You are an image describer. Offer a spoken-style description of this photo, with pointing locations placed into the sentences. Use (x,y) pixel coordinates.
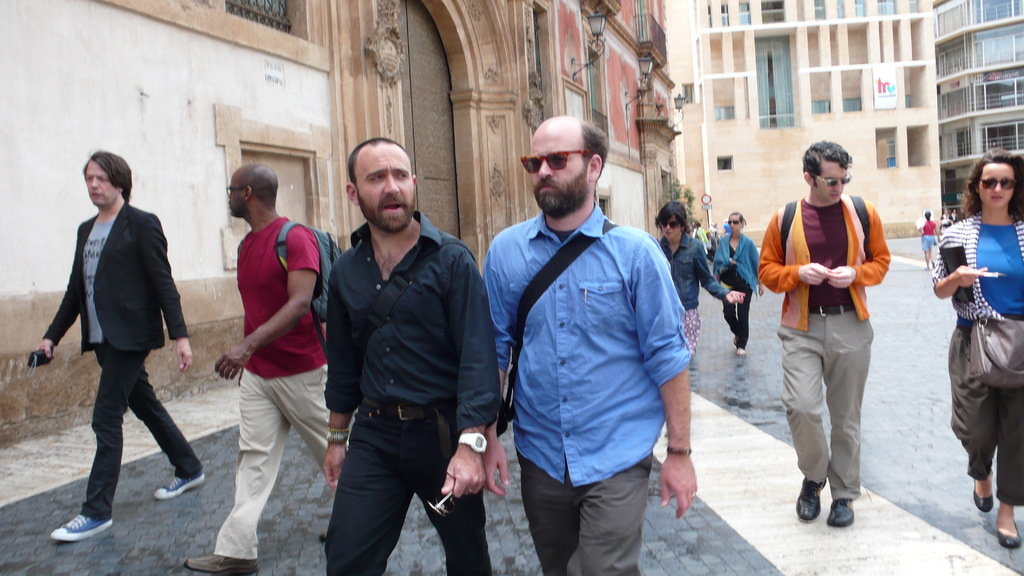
In this image there are group of people (794,264) who are wearing bags (313,237) and walking, in the background (939,122) there are some buildings (742,98), pole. And at the bottom (902,405) there is a walkway (891,413), and also i can see some lights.
